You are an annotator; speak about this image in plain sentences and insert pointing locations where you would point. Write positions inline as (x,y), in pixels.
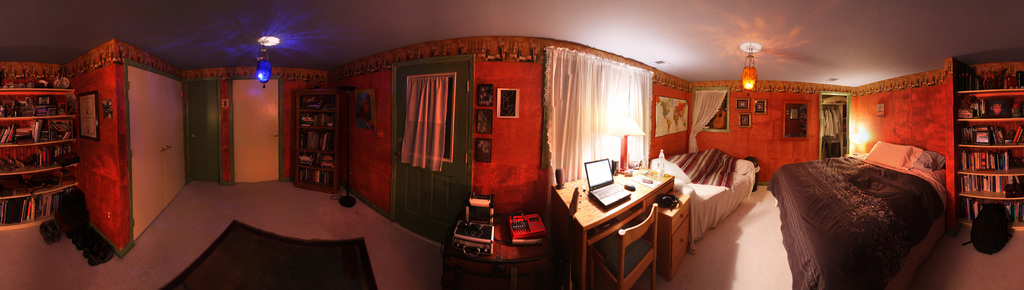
In this image I can see few beds (839,231), blankets (846,214), pillows (903,154), doors (183,143), book racks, cupboard (659,228), chair (618,261), white curtains (420,155) and few frames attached to the wall (775,136). I can see the laptop (597,190), bottle (661,172) few objects (646,169) on the tables (617,209). At the top (756,42) I can see few lights (265,69) and ceiling (283,49).
